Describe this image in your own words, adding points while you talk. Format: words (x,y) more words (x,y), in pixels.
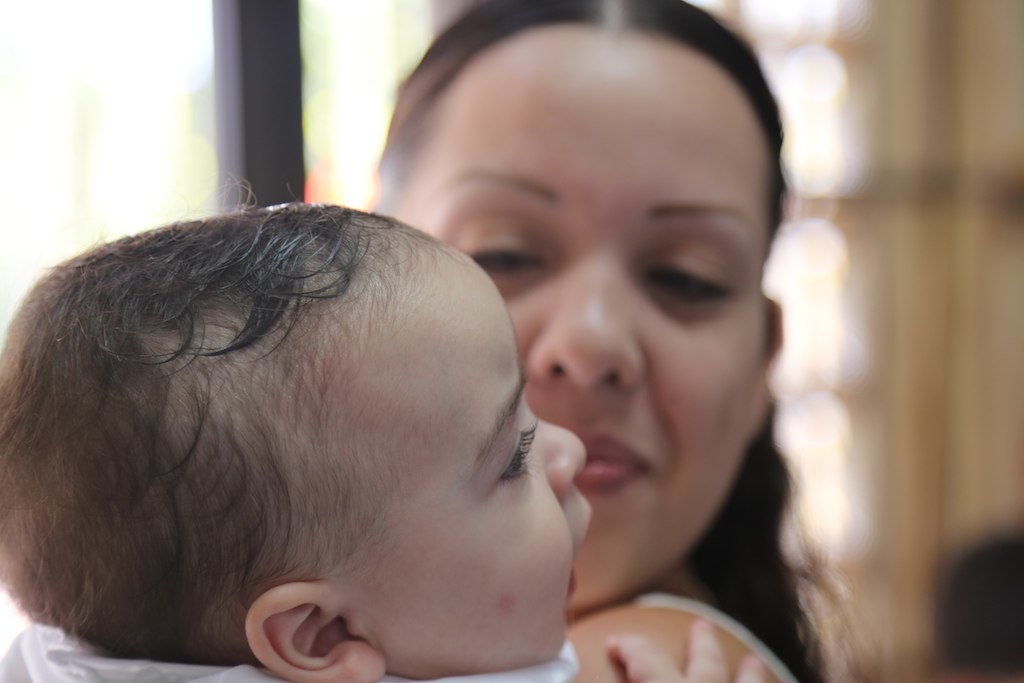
In this image we can see a baby (328,467) and a lady (641,401). In the background (146,96) it is blur.
